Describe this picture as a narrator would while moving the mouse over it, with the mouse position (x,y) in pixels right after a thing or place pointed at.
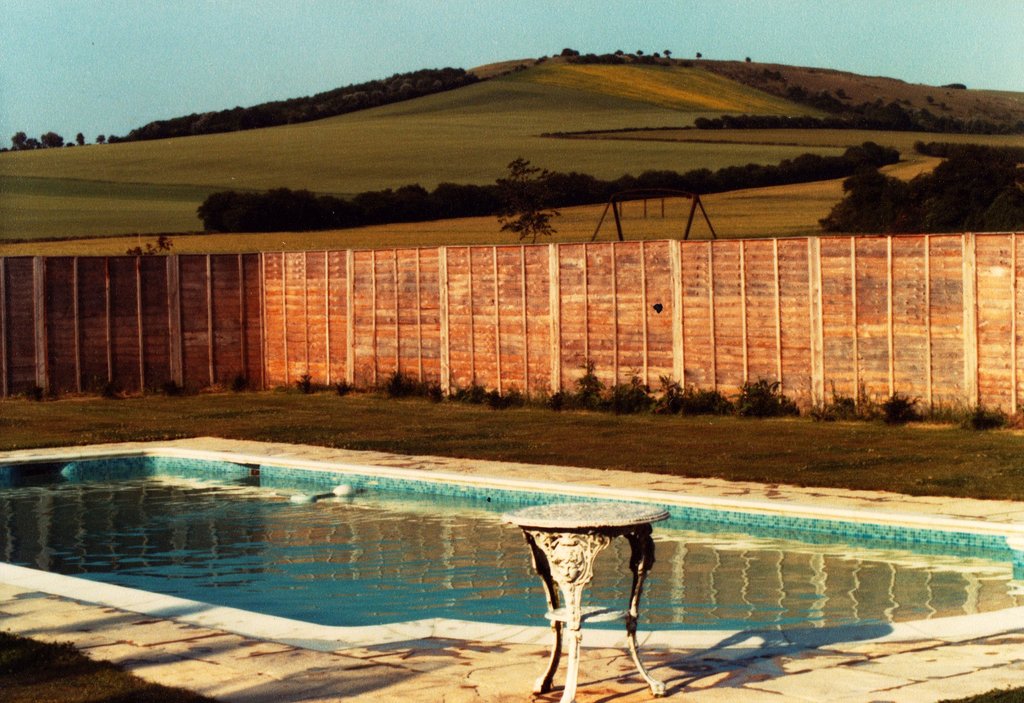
There is a swimming pool (330,516) and there is a fence wall (632,320) beside it and there are trees (404,94) in the background (382,207).
